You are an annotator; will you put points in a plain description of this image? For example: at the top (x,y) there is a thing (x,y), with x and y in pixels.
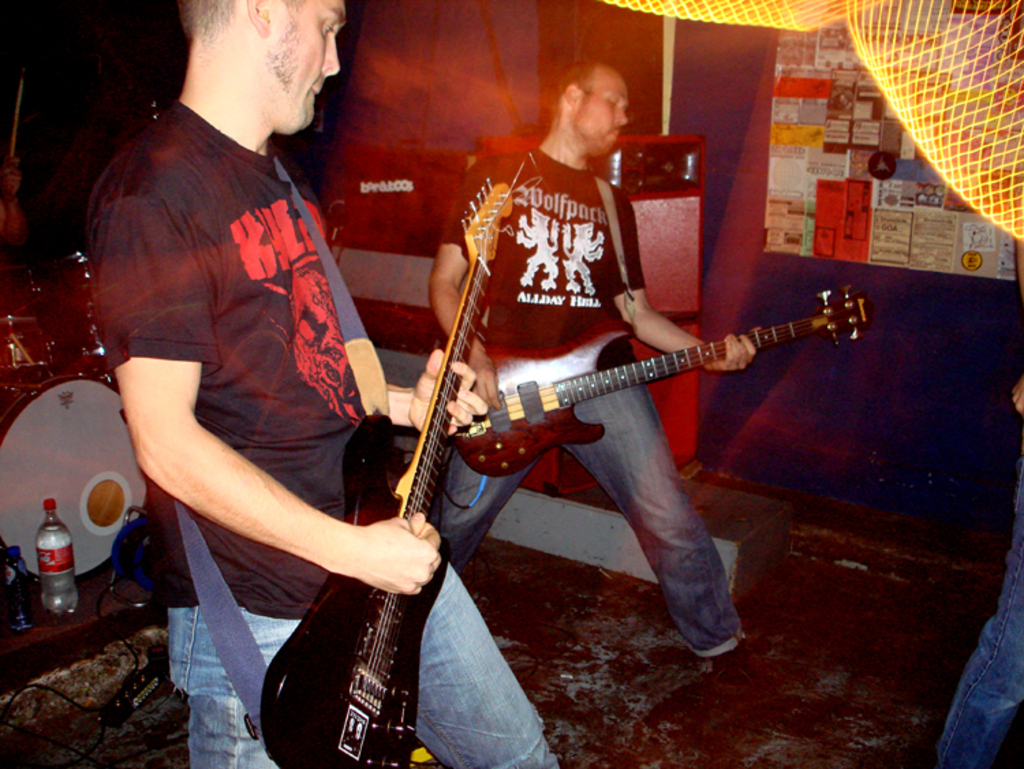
In this Image I see 4 persons (250,347) in which these 2 men (247,367) are standing and holding guitars (357,723) in their hands (420,427) and I see 2 bottles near to the drums (10,471) and I see a person's hand (15,187) who is holding the stick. In the background (14,42) I see the wall (767,428), an equipment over here and papers (859,257).
